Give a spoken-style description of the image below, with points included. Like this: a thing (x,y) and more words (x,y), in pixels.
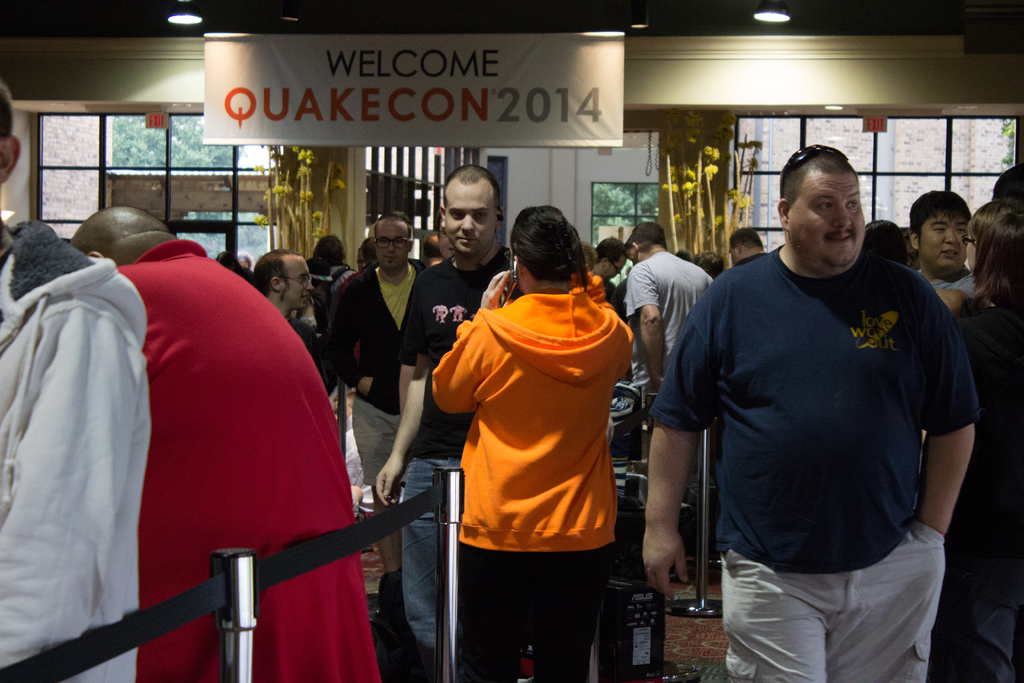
In this image, in the middle (477,401) there is a woman (502,410), she wears a jacket (515,490), trouser (557,624), in front of her there is a man (428,305). In the background (418,252) there are people (434,258), banner (416,133), text (380,95), plants (275,170), windows (102,177), glasses (595,195), doors (420,201), lights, trees (151,151), wall (767,87), roof (820,26). On the left (166,484) there are two people (253,468). On the right (825,496) there is a man (821,484), he is walking.
